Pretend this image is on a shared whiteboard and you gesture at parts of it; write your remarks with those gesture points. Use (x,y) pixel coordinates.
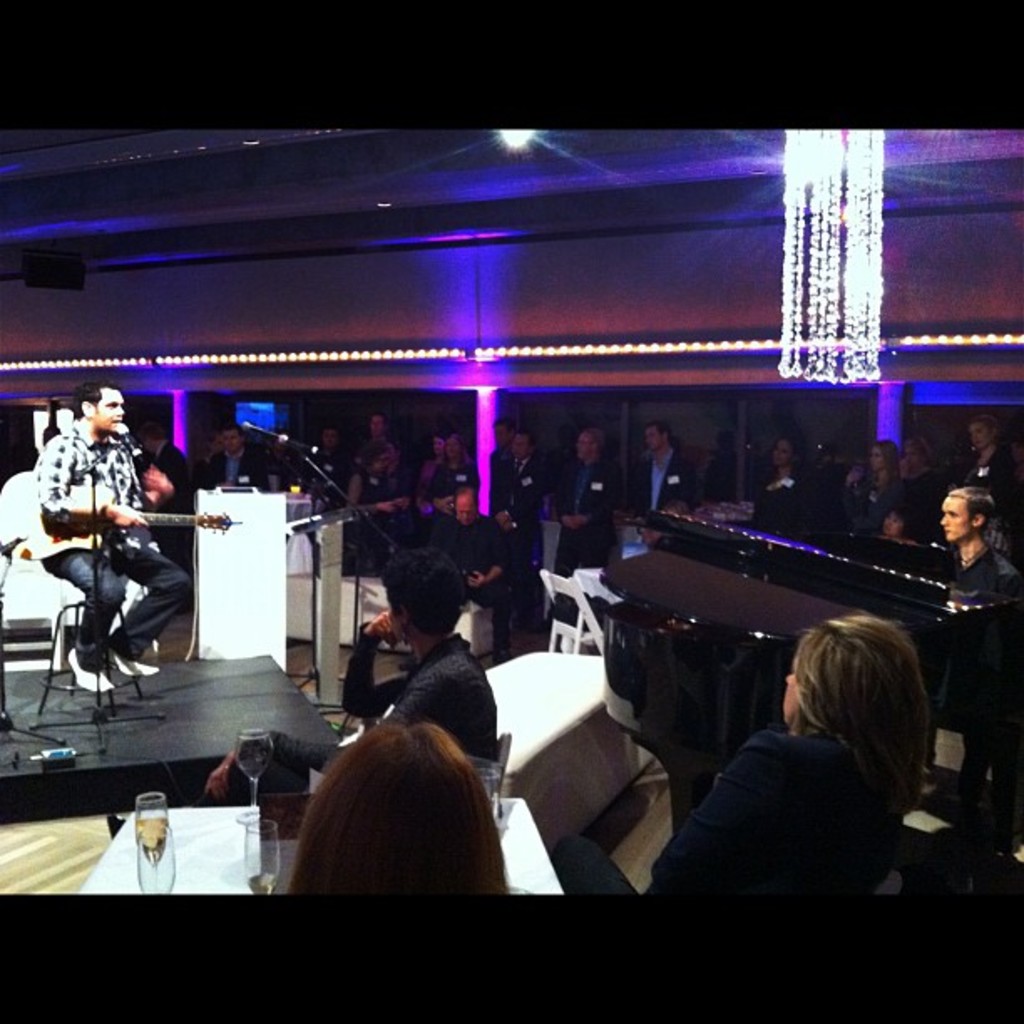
In this image I can see on the left side (149,559) a man (155,604) is sitting on the chair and playing the guitar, at the bottom (863,808) few people (831,683) are observing these things, at the top (805,240) there are lights (793,261).
